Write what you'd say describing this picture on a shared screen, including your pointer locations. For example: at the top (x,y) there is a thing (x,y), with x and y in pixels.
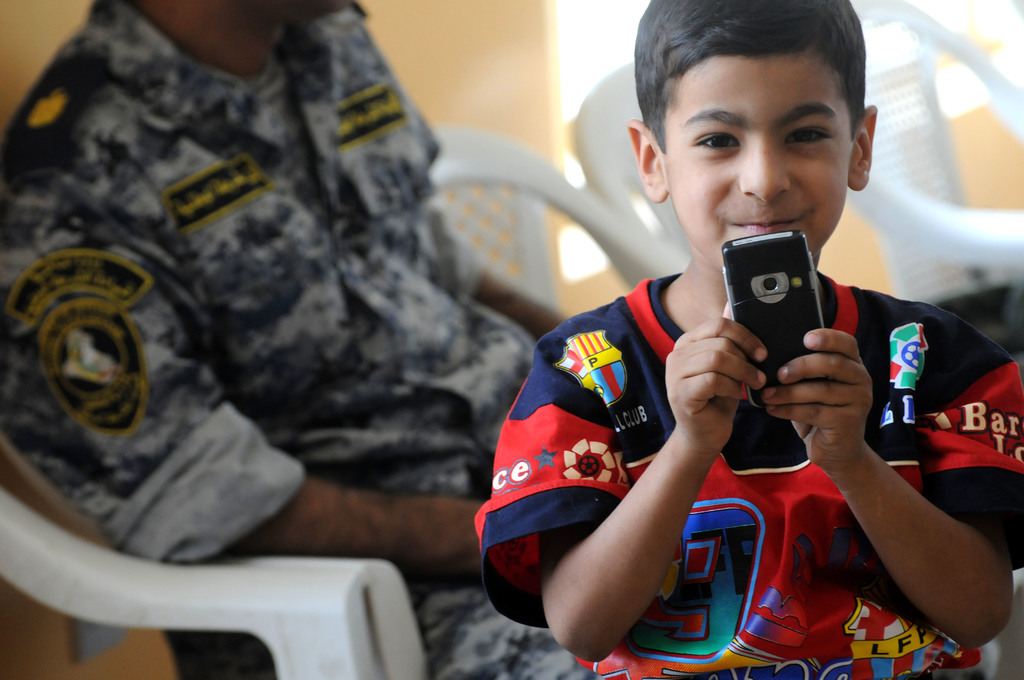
Here we can see a kid (927,471) holding a mobile (794,327) with his hands (688,413). There is a person (370,432) sitting on the chair (236,632). Here we can see chairs (948,177) and wall (497,63).
